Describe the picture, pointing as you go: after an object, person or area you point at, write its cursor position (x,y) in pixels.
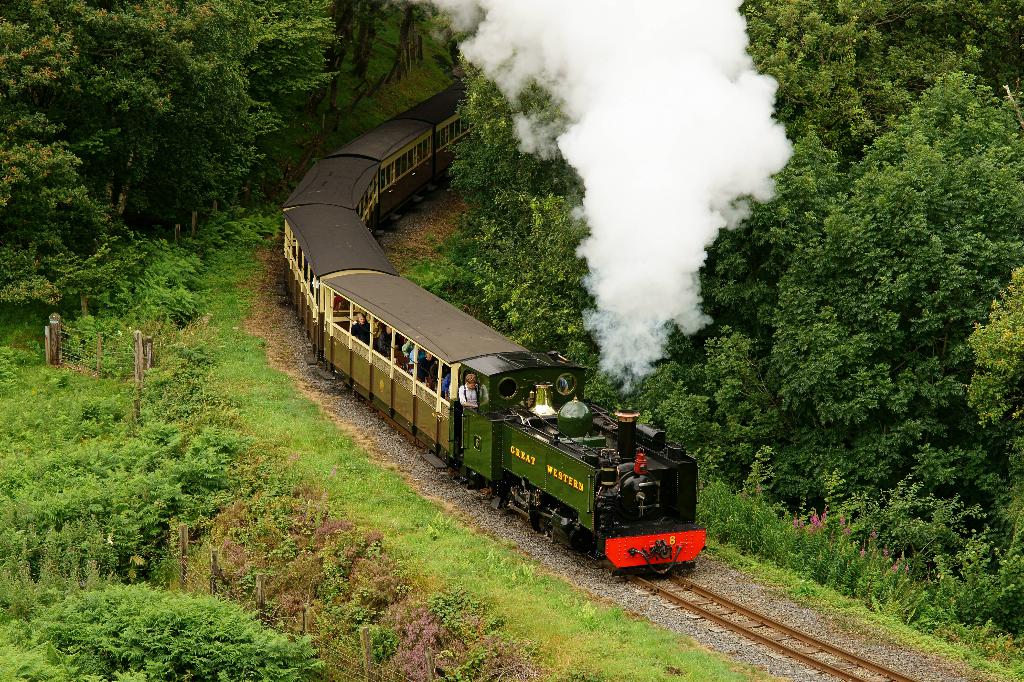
In this image we can see a group of people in a train (483,460) which is on the track (726,624). We can also see some stones (675,612), grass (452,588), a fence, plants (174,526), a group of trees (720,317) and the smoke (640,352).
